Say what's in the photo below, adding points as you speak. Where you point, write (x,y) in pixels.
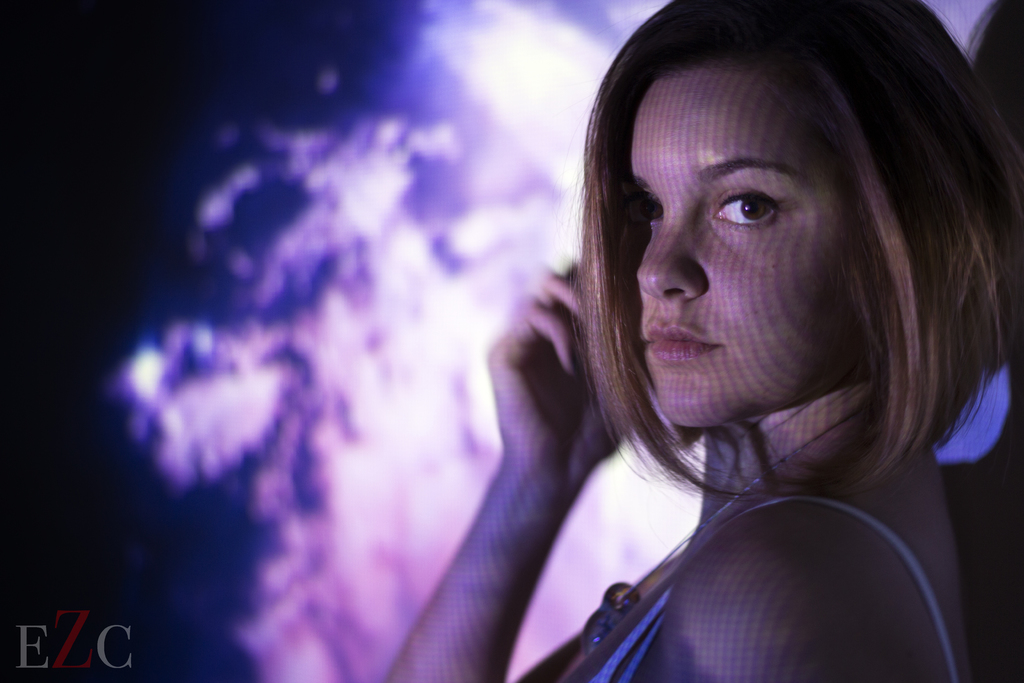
In this picture we can see a woman (789,437) here, at the left bottom (65,646) there is some text (76,657), we can see a blurry background (299,118) here.
